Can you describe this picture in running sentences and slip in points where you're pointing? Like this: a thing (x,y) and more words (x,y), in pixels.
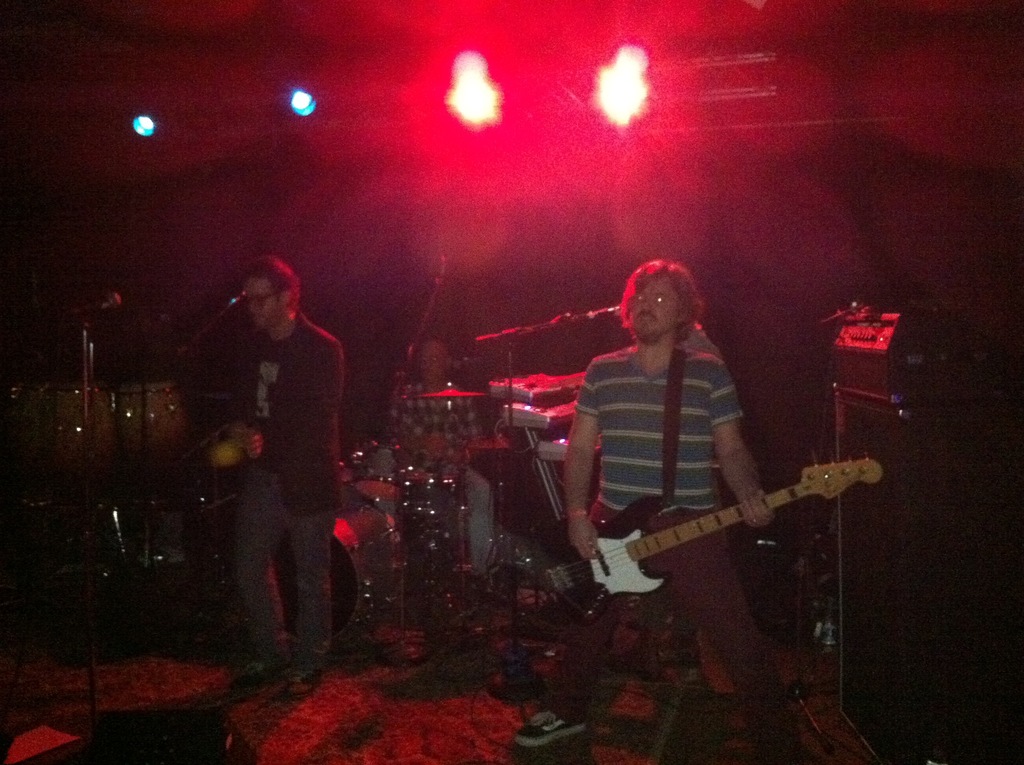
In this picture there is a person (618,455) standing and playing guitar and there is a person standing and there is a person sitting and playing drums (401,588). There are musical instruments (64,498), microphones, devices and speakers (172,724). At the top (468,104) there are lights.
